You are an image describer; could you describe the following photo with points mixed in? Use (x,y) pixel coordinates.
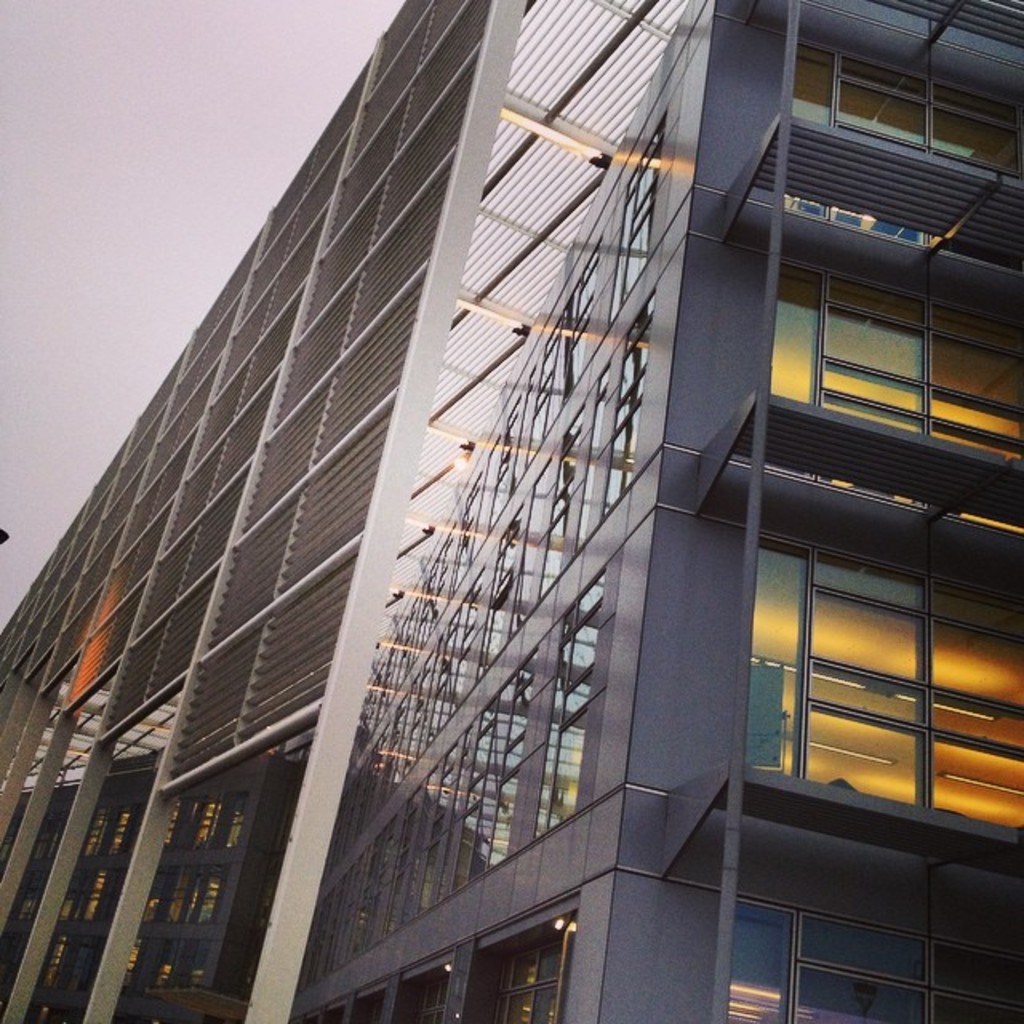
In this picture I can see the building (477,358). On the right (804,386) I can see the light beams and windows (901,340). In the top left (78,169) I can see the sky (128,197).
